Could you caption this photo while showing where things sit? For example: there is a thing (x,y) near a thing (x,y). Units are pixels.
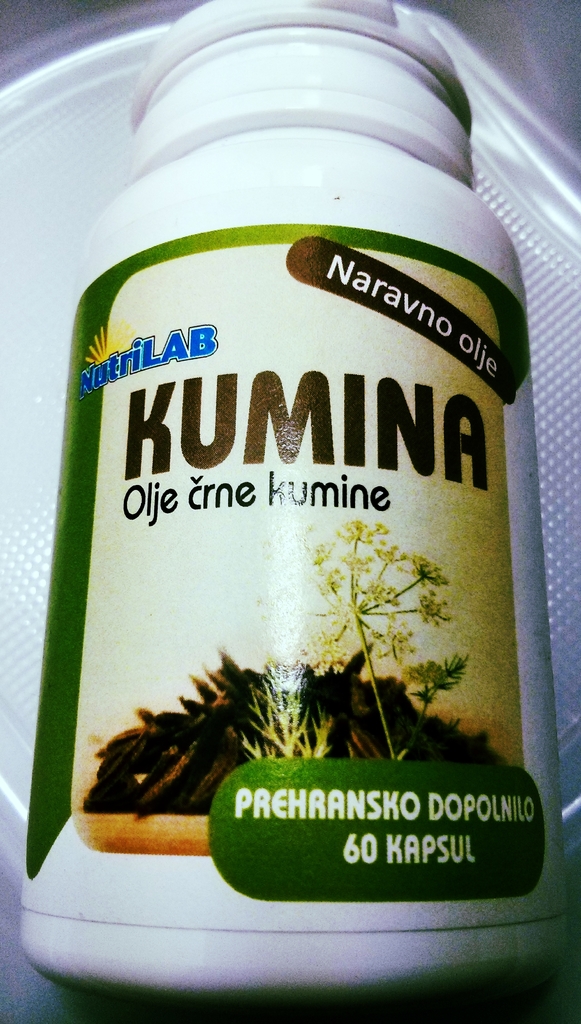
In this image we can see a white color bottle (278,471) with some text (279,803) on it, on the white color surface (13,571).
